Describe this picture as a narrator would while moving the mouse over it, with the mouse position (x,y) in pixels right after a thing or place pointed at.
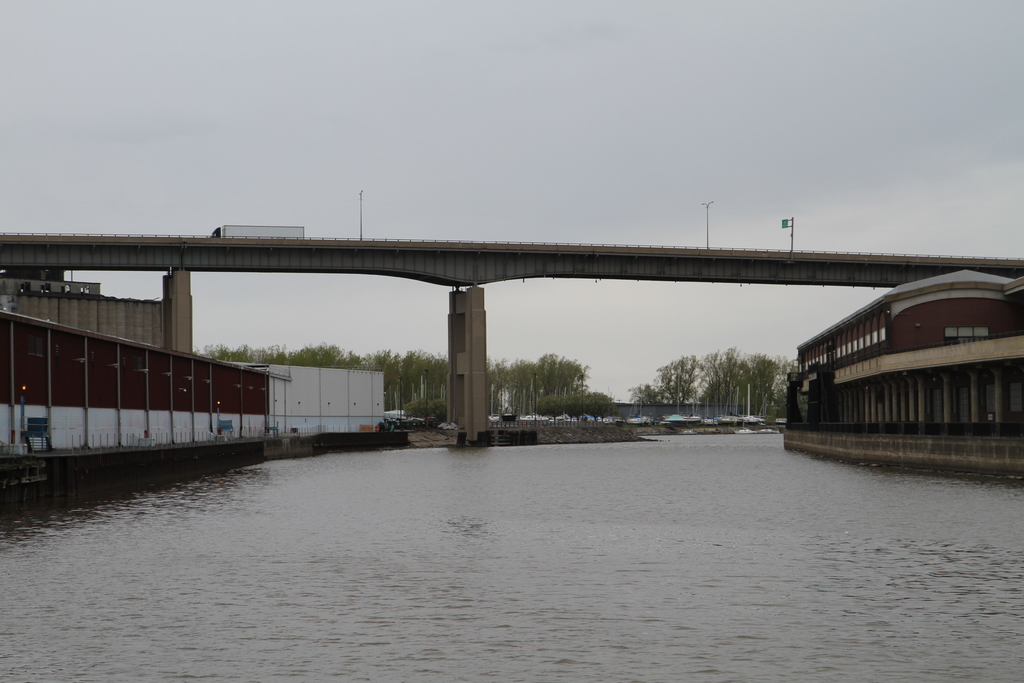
In this image I can see at the bottom (641,538) it is the river (508,558), in the middle (481,301) there is the bridge (859,281), on the right side (912,342) there is the building (925,374). At the back side (543,398) there are trees (557,368), at the top (572,115) it is the cloudy sky (516,81).
